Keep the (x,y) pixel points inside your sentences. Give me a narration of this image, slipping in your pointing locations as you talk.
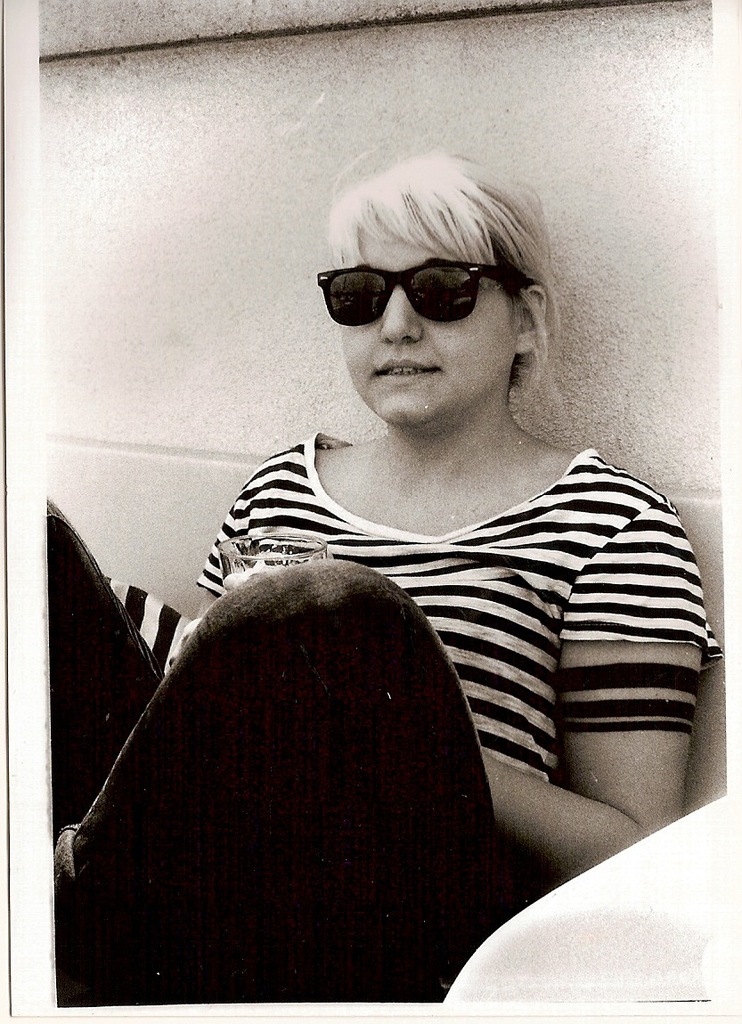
In this image there is a woman (498,655) holding glass (246,563) in her hand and sitting near a wall (367,81).
